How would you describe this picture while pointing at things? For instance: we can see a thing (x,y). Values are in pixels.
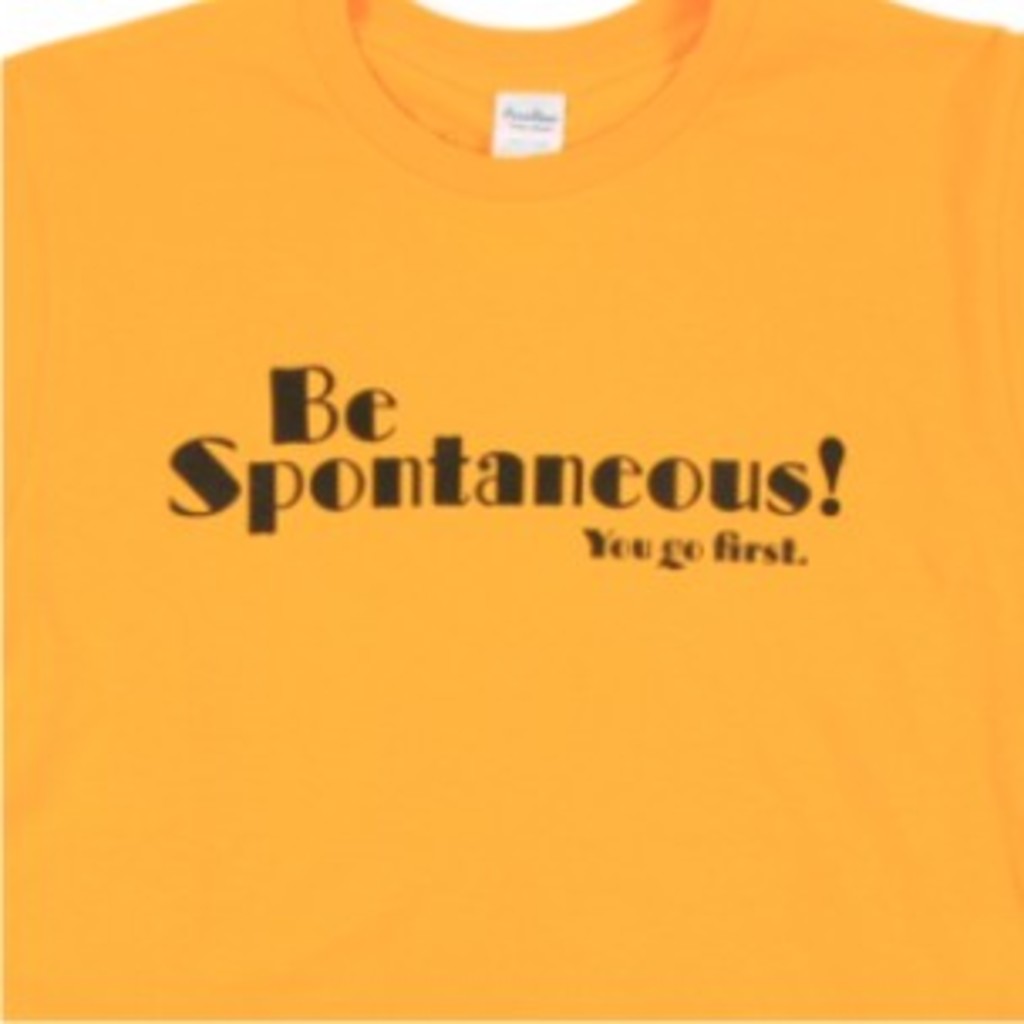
In the foreground of this picture (245,549), there is a yellow T shirt (710,260) on which " BE SPONTANEOUS! YOU GO FIRST" is written on it.
